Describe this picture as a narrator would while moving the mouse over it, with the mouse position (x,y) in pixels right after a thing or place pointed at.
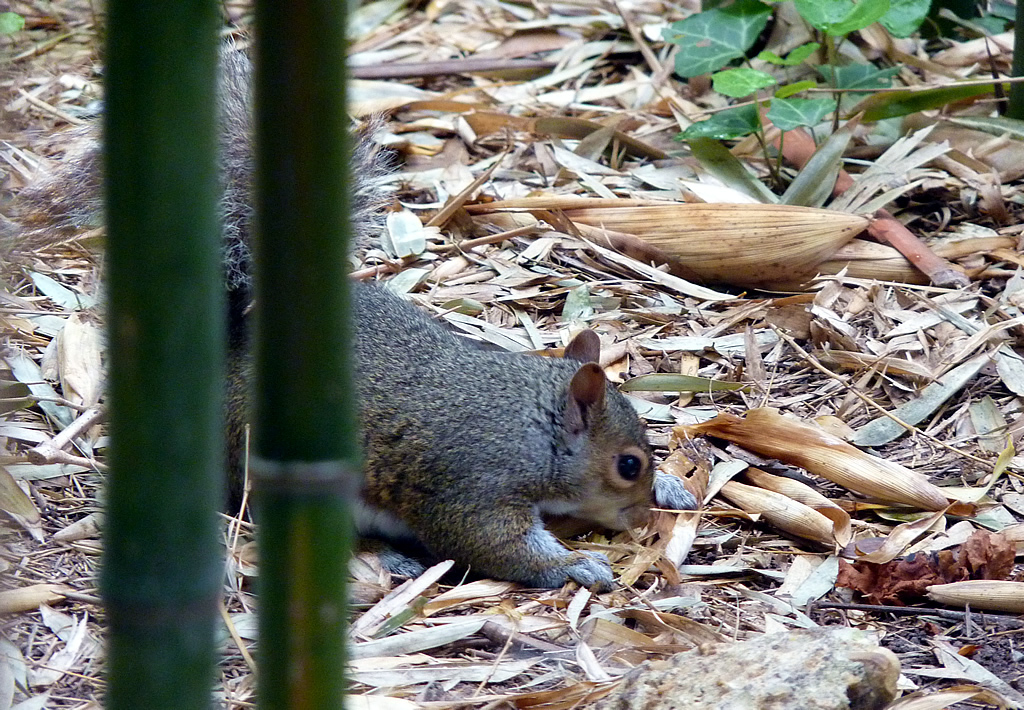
In the image there is a squirrel (509,444) standing on the land (699,349) covered with dry straws (570,214).
